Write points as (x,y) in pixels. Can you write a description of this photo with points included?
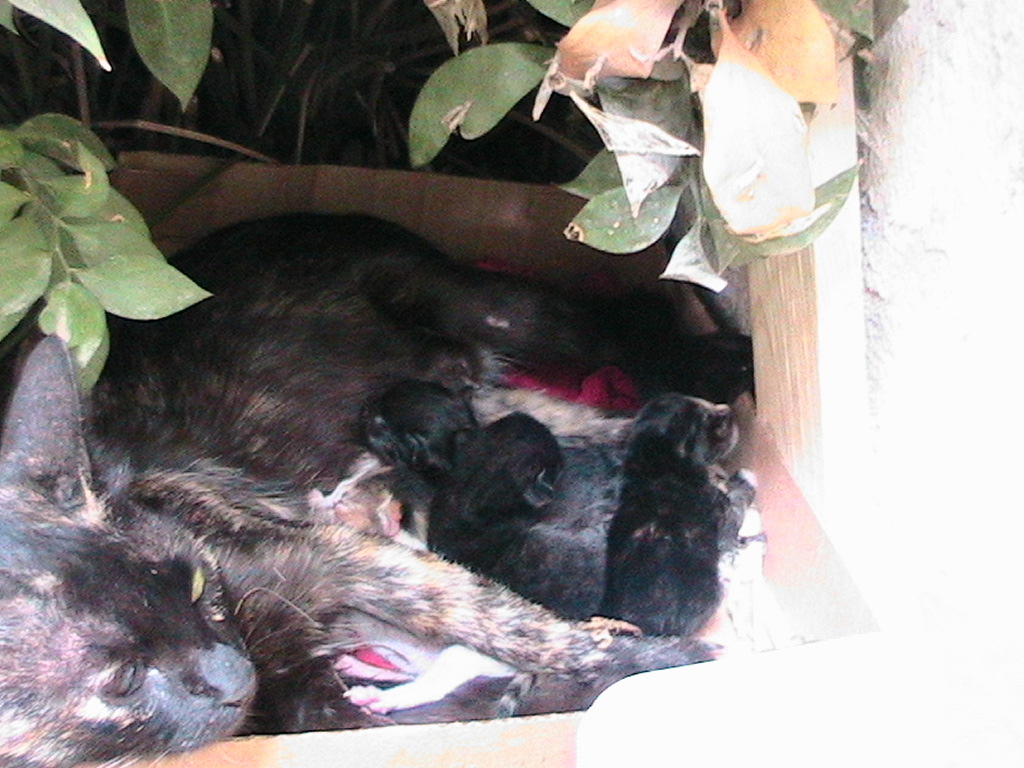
In this image we can see a cat (163,689) with kittens (653,560) near to it. In the background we can see plant (14,170) and leaves (600,103).
